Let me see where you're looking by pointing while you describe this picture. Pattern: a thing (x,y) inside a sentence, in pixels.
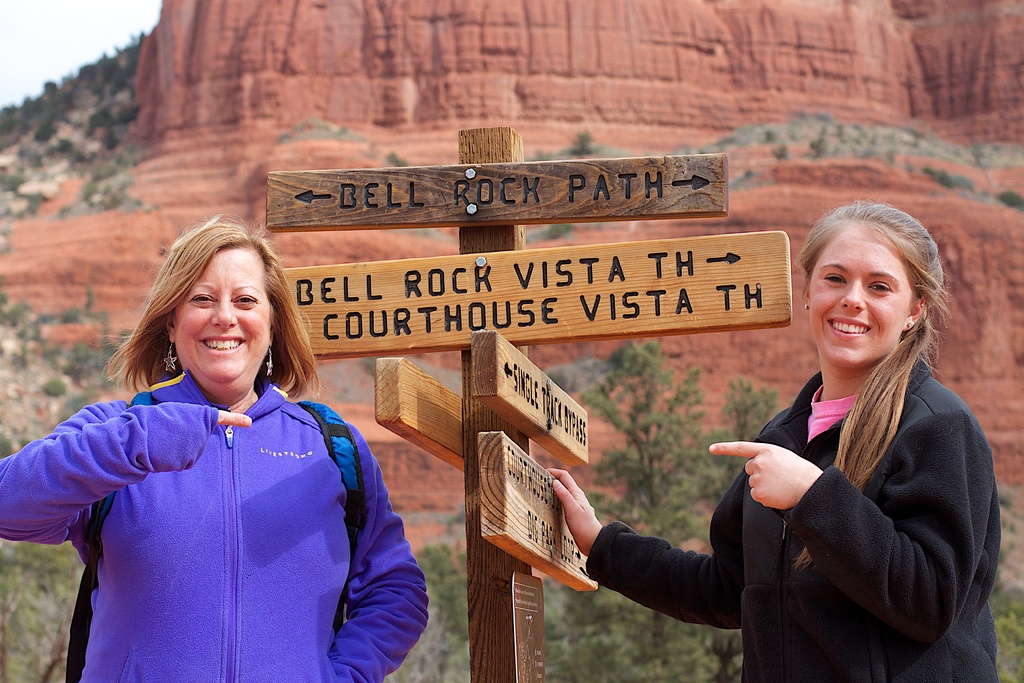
In the image there are two ladies (843,414) standing and they are smiling. In between them there is a wooden pole (466,352) with wooden name boards (456,312) with text (468,267) on it. Behind them there are trees (565,588). And also there is a hill (45,164).
